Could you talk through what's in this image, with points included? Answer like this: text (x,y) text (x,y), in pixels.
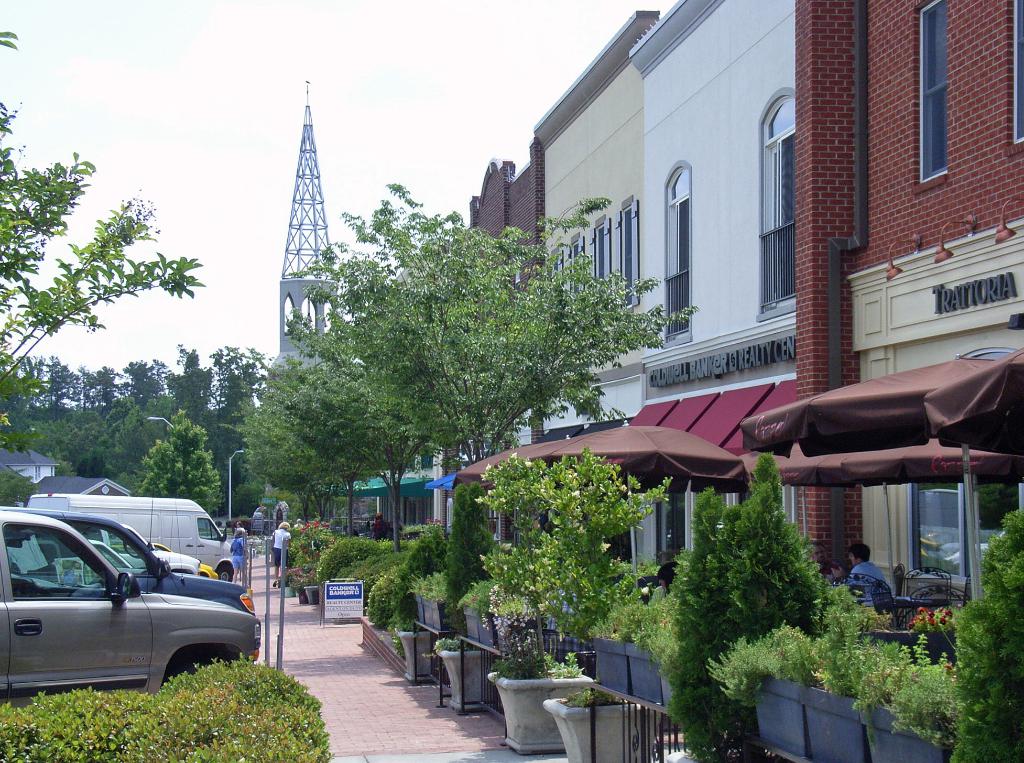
In this image on the left side (122,570) I can see some vehicles (125,583). On the right side (804,360), I can see the buildings (764,369) with some text (709,376) written on it. In the background (328,434), I can see the trees (251,456). I can see a tower (297,257) and the sky (157,121).
